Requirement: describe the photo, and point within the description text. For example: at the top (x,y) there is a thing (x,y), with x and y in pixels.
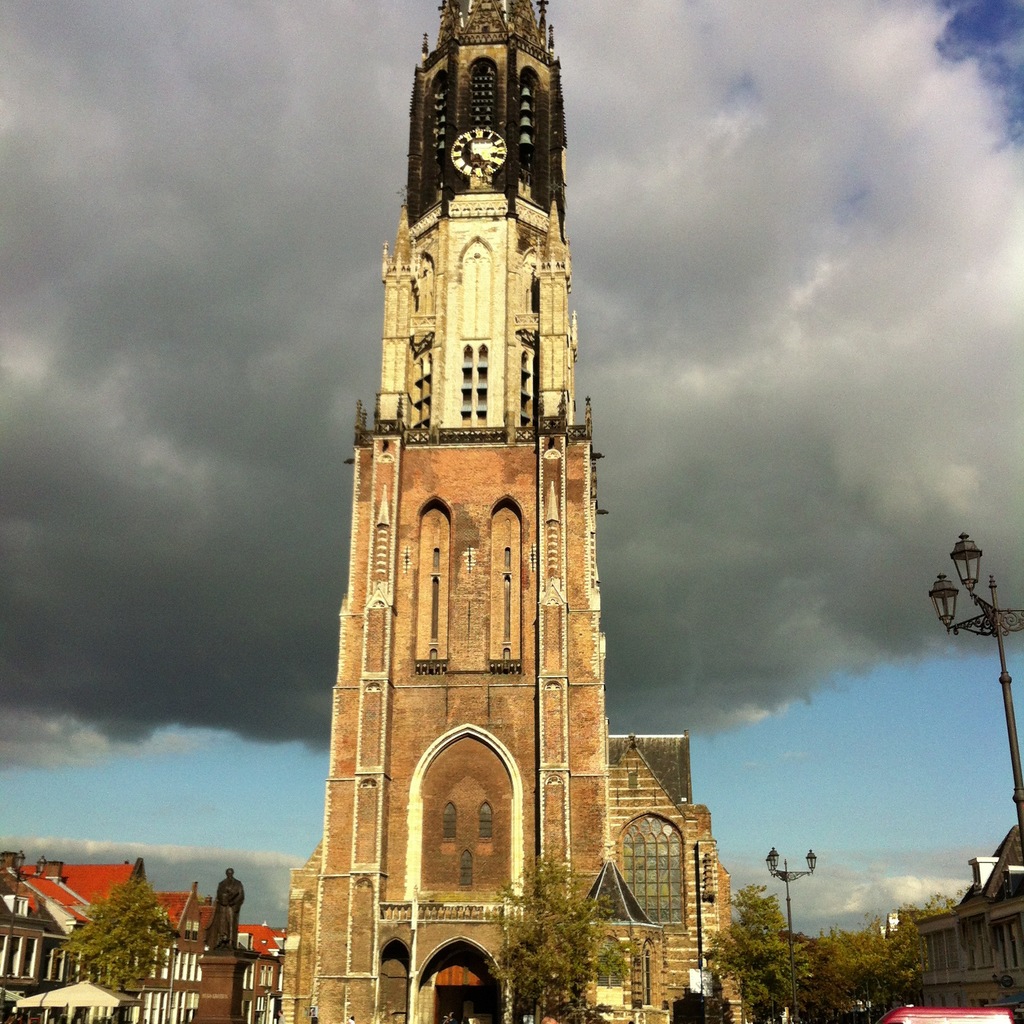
This is an outside view. in the middle of the image (460,525) there is a clock tower (479,547). At the bottom (984,972) there are many buildings (974,980), trees (122,955) and light poles (1020,763). In the bottom left (214,967) there is a statue (220,941) on a pillar (210,987). At the top of the image (228,283) I can see the sky (125,733) and clouds (179,397).
